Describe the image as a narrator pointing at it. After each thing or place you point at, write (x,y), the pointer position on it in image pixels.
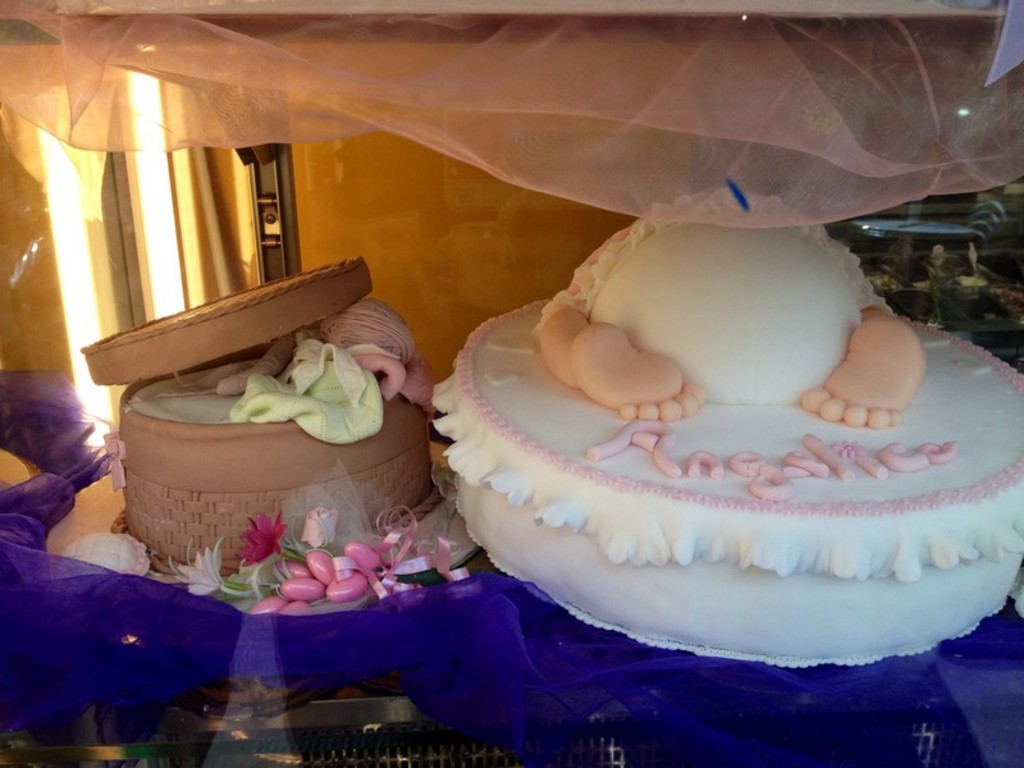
In this picture we can see there are cakes (468,509) on an object (351,663) and behind the cakes (556,416) there is a wall (392,198) and other things (525,153).
